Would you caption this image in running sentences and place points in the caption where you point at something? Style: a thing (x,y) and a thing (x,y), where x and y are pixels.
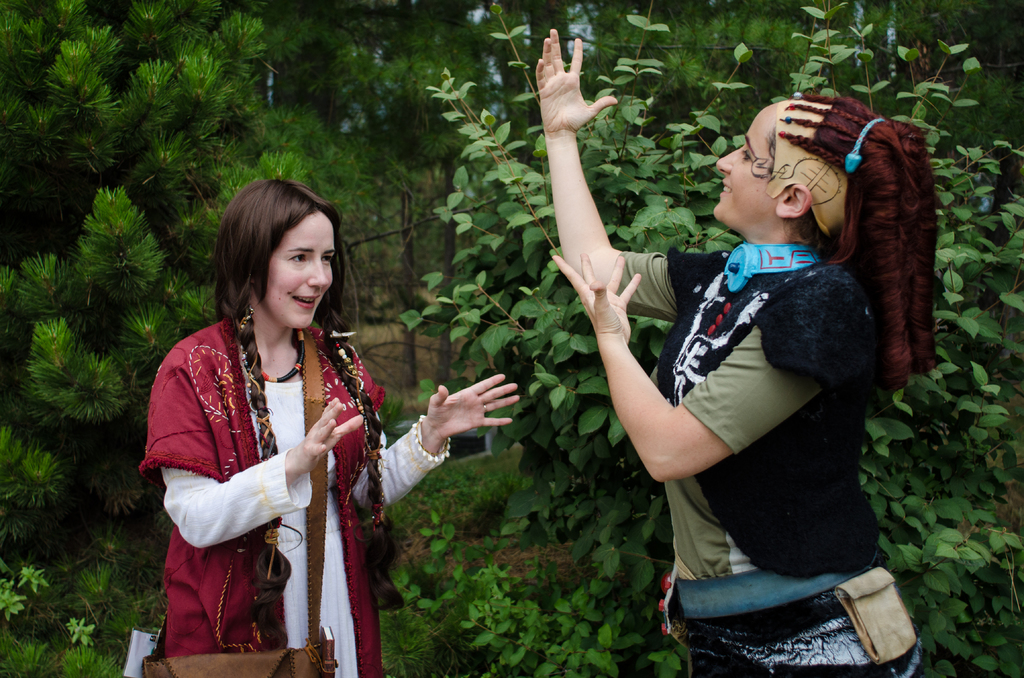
In this image, we can see people (583,171) and are wearing bags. In the background (12,127), there are trees (704,209) and we can see tree trunks (410,250).
